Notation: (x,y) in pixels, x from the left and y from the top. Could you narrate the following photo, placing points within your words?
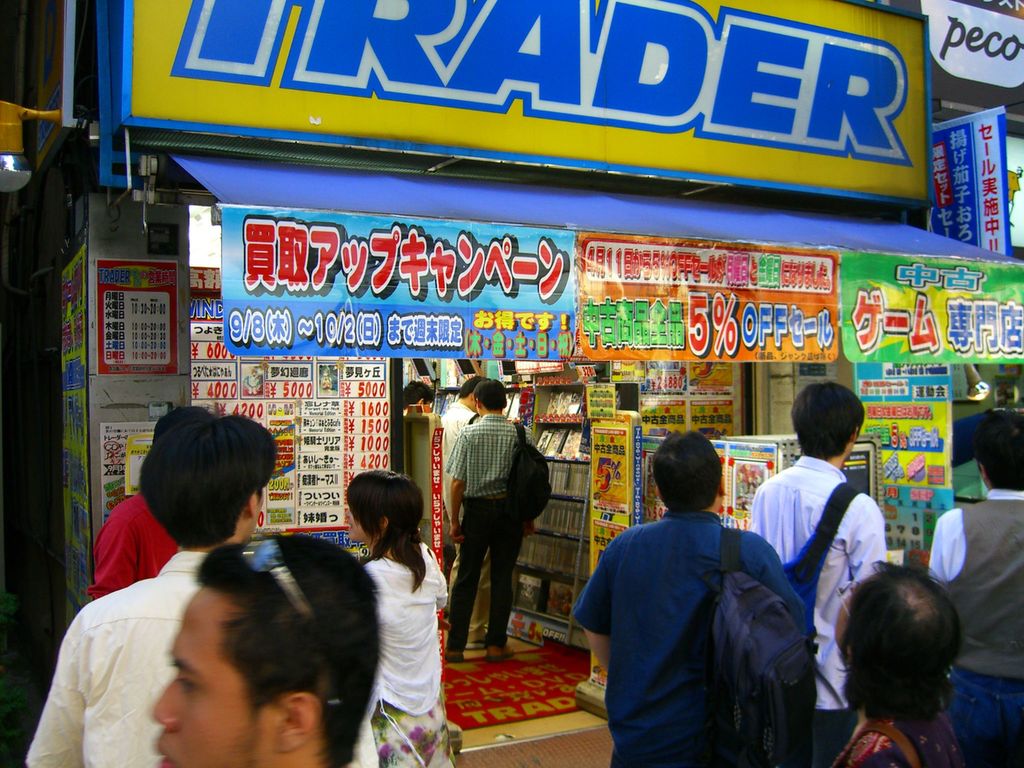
In this image in the front (296,585) there are persons (462,600) standing and wearing bag (521,497) and there are boards (427,355) with some text (716,325) and numbers (319,332) written on it and there is a mat (502,708) on the ground (505,708) which is red in colour.
